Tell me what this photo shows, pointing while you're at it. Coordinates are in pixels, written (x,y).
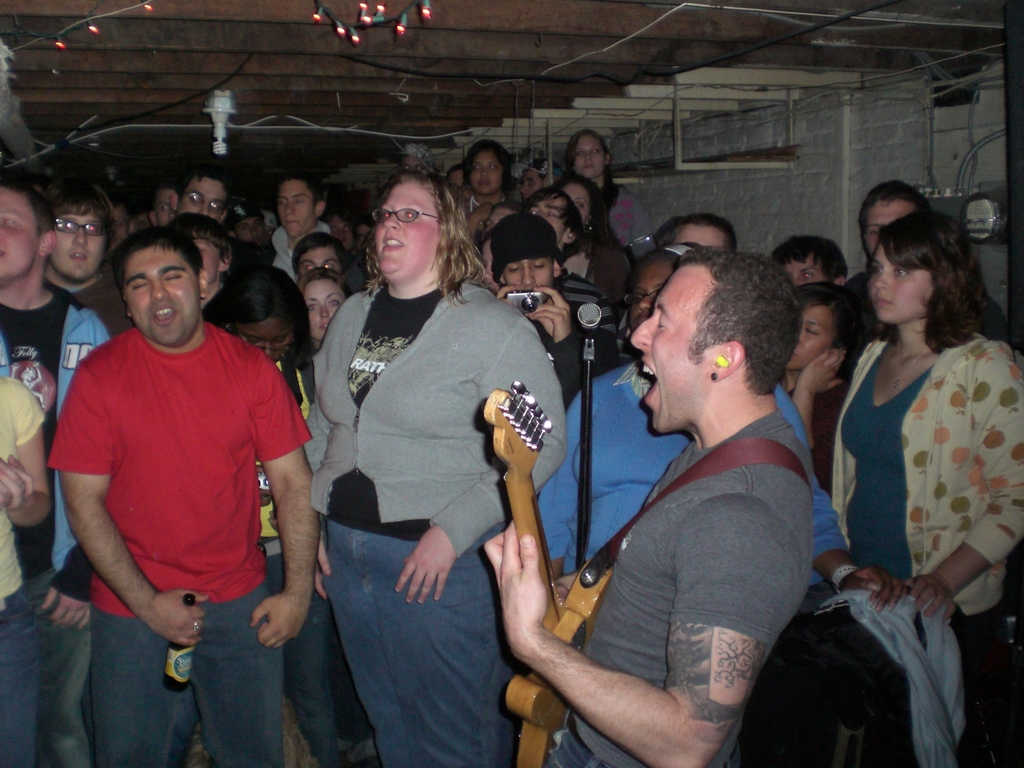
In the image there is a man (661,383) using a guitar (532,521) singing on mic (590,348) and in front there are people (629,271) looking at him and over the ceiling (391,62) there are some lights (360,27).
